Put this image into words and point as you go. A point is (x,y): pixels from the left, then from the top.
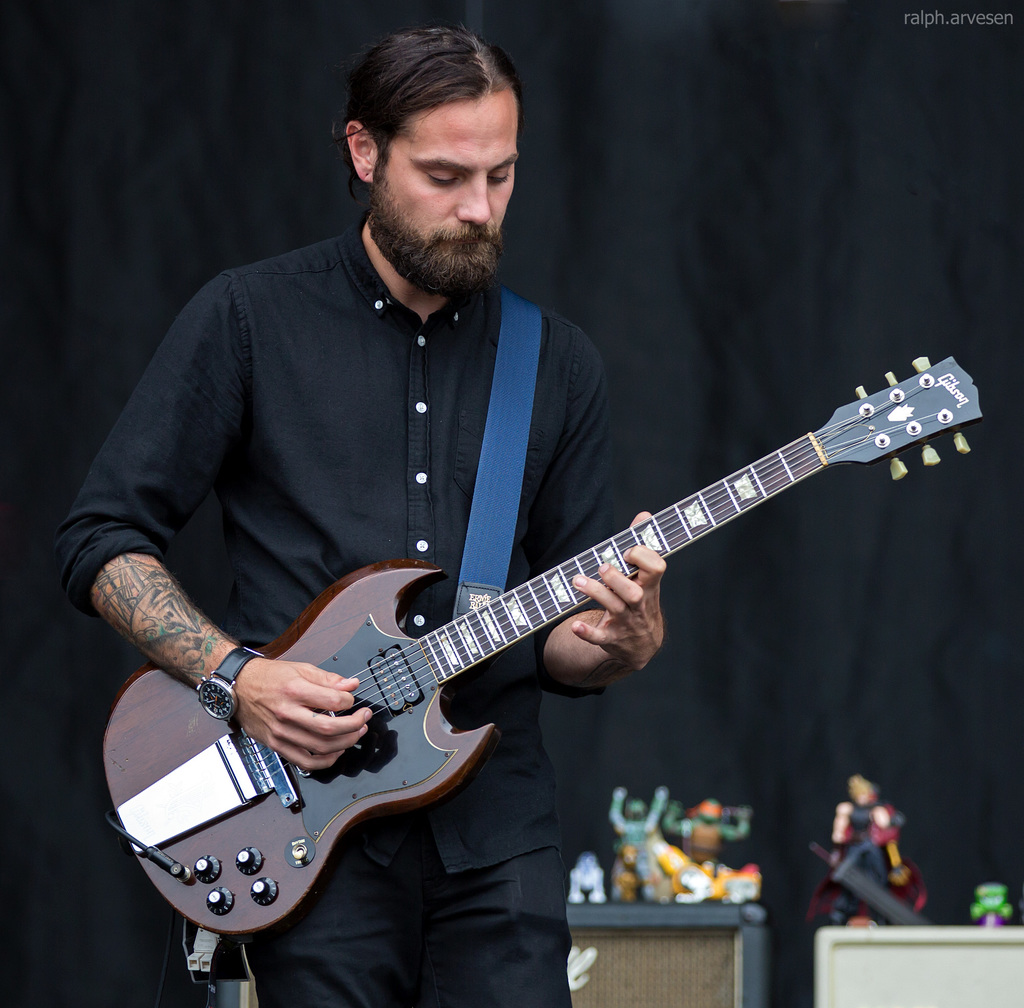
In this image the man (443,111) is standing and playing the guitar (711,497). At the back side (701,856) we can see a toy (675,854) and a curtain (700,713).
